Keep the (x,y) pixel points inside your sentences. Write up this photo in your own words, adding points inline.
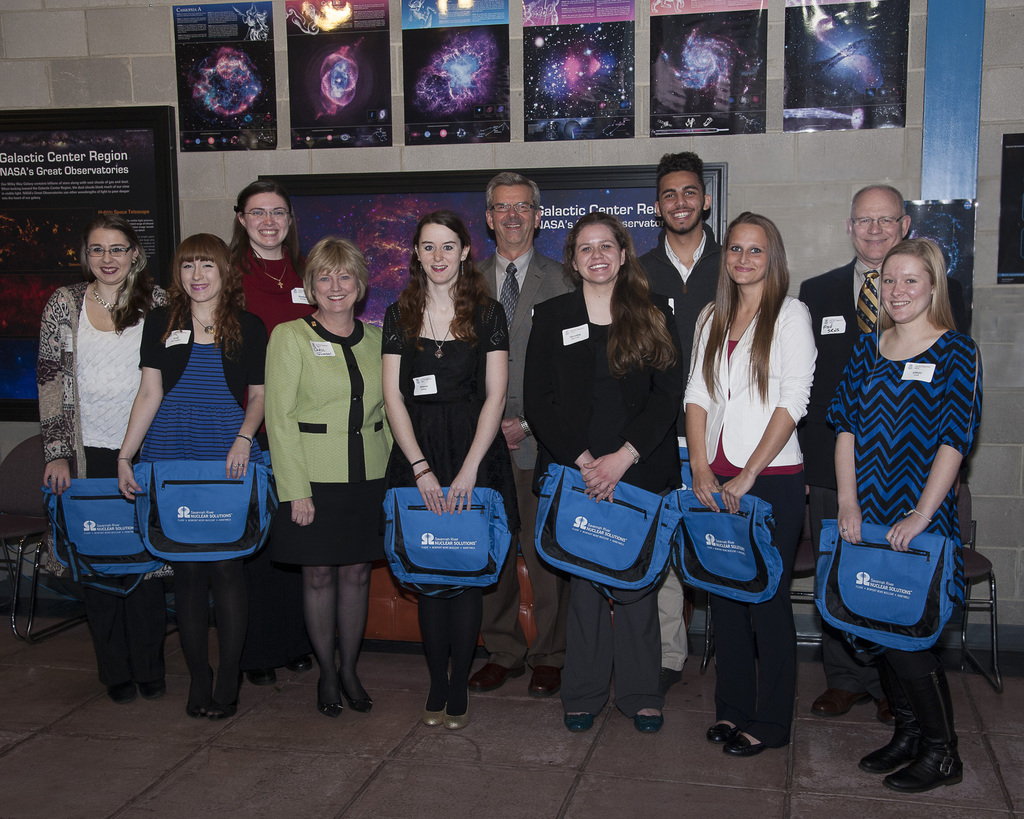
In the picture we can see some women (207,318) are standing and holding some bags (45,496) which are blue in color and behind them, we can see some people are standing and smiling and in the background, we can see a wall (1021,480) with some posters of space pictures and we can also see some hoardings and board (129,162) to it.
